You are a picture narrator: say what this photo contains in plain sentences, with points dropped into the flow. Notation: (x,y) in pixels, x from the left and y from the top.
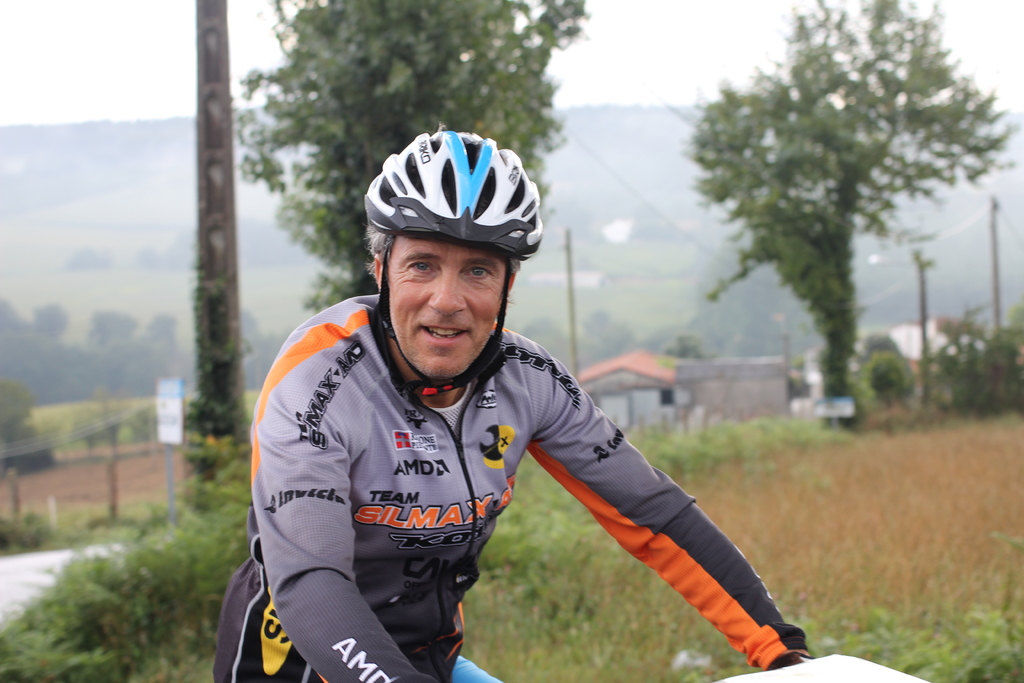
In this picture we can see a man (375,389) with the helmet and behind the man (379,511) there are trees (825,330), poles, houses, hill (687,204) and a sky (732,56).
